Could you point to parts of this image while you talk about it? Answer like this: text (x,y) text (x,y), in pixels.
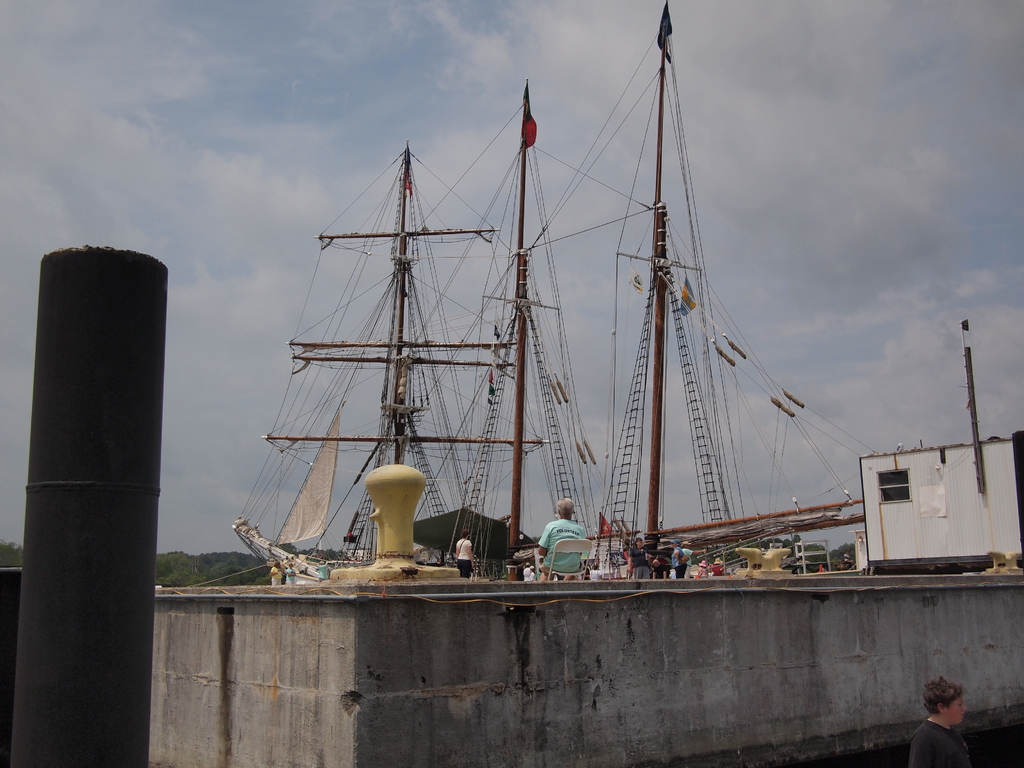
In this image there is one person (550,561) sitting on a white color chair (572,551) in the middle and there are some other persons (650,555) standing beside to him. There is one ship (486,528) in the background (502,524). There are some trees (209,556) on the left side (251,557) to this ship (264,557), and there is a black color pipe (83,483) on the left side of this image (70,430). There is a sky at the top of this image (317,192). There is one person (940,706) at the bottom right corner of this image (937,707).
